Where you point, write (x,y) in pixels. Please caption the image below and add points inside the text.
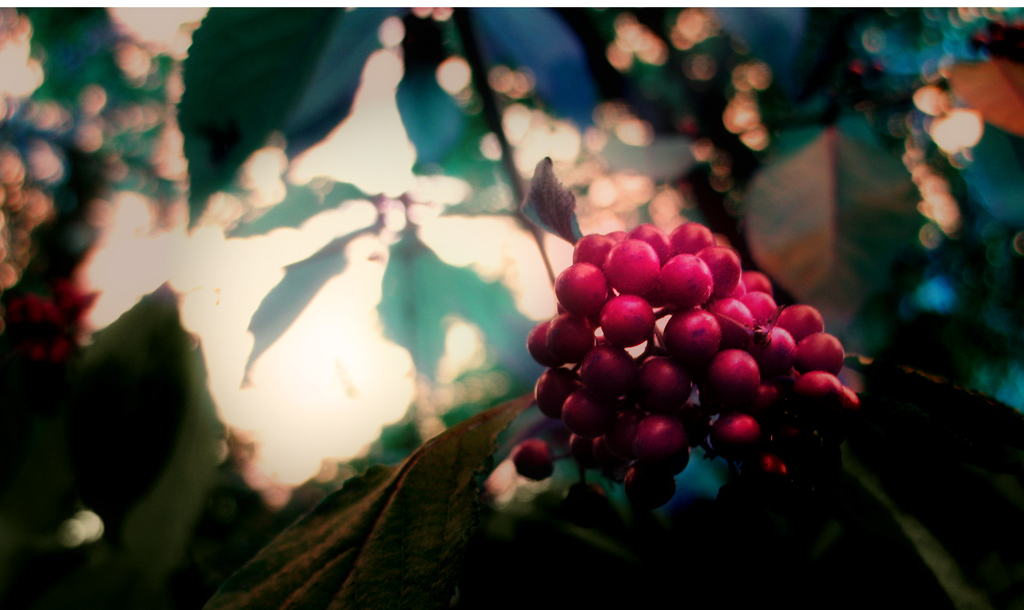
In this image I can see few fruits (733,400) in red color. In the background (858,219) I can see few leaves (479,507) in green color and the sky (325,364) is in white color.
